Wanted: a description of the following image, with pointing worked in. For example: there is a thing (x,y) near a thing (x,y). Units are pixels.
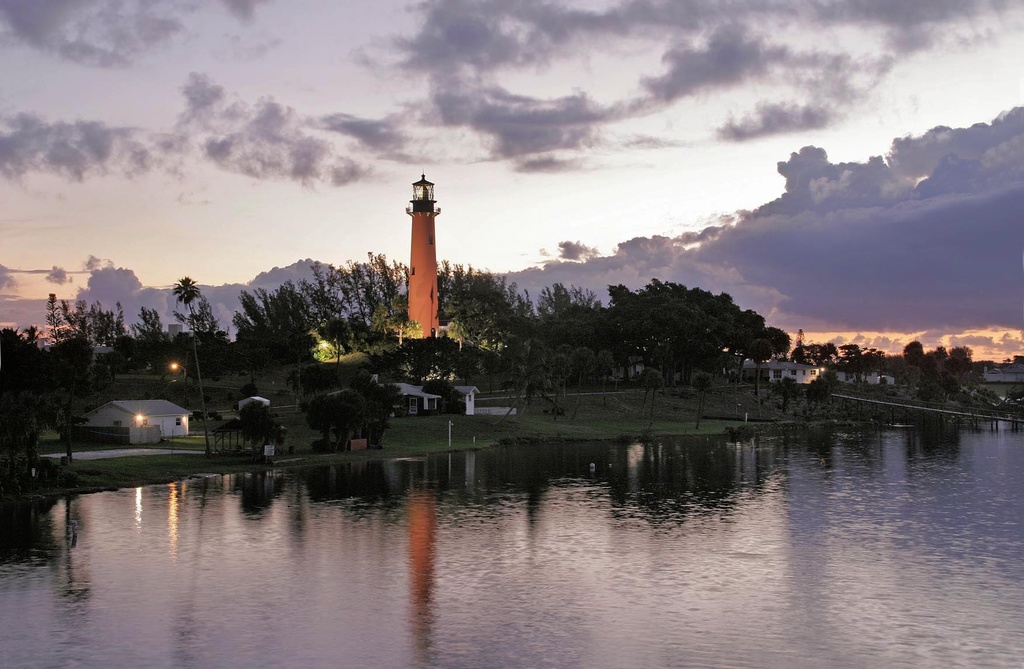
In this image, there is water (155,627) and in the middle (624,324), there are trees (645,384), few buildings (477,388) and a lighthouse (422,196). At the top (567,95), there is the sky (630,128).
